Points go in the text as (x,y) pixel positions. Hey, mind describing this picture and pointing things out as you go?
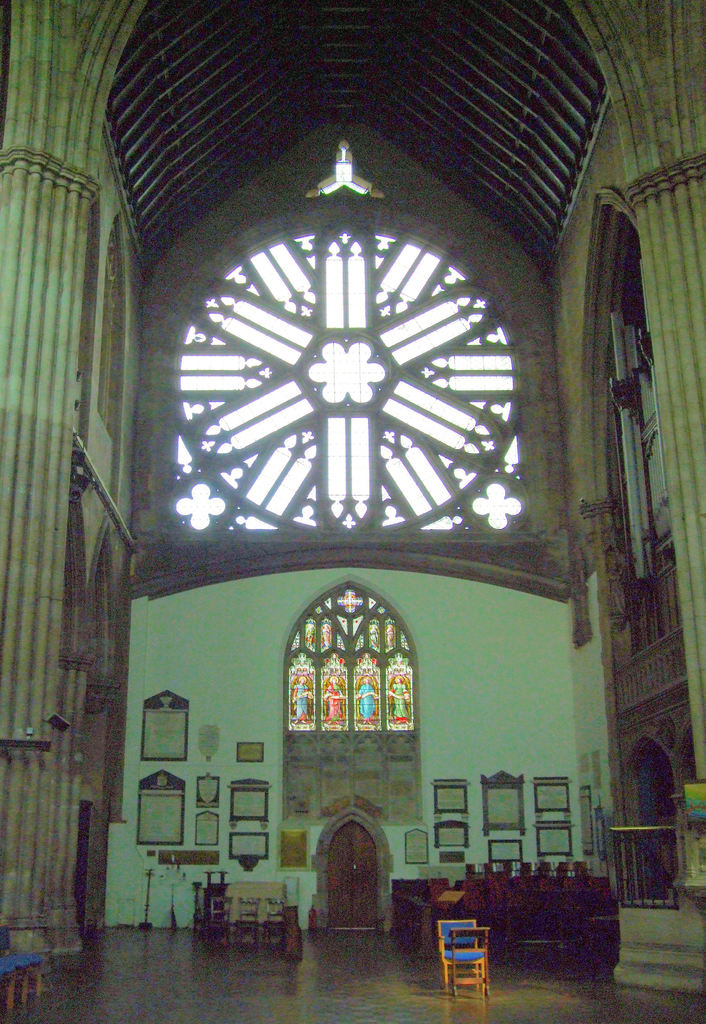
This picture contains a building (265,582). In this picture, we see chairs (446,962) and tables (537,921). In the background (126,899), we see a wall (258,681) on which photo frames (214,802) and posters (443,829) are placed. Beside that, we see a door (346,855). On either side of the picture, we see pillars (646,229). This picture is clicked inside the building (236,667) and this building (300,562) might be a church (349,386).
